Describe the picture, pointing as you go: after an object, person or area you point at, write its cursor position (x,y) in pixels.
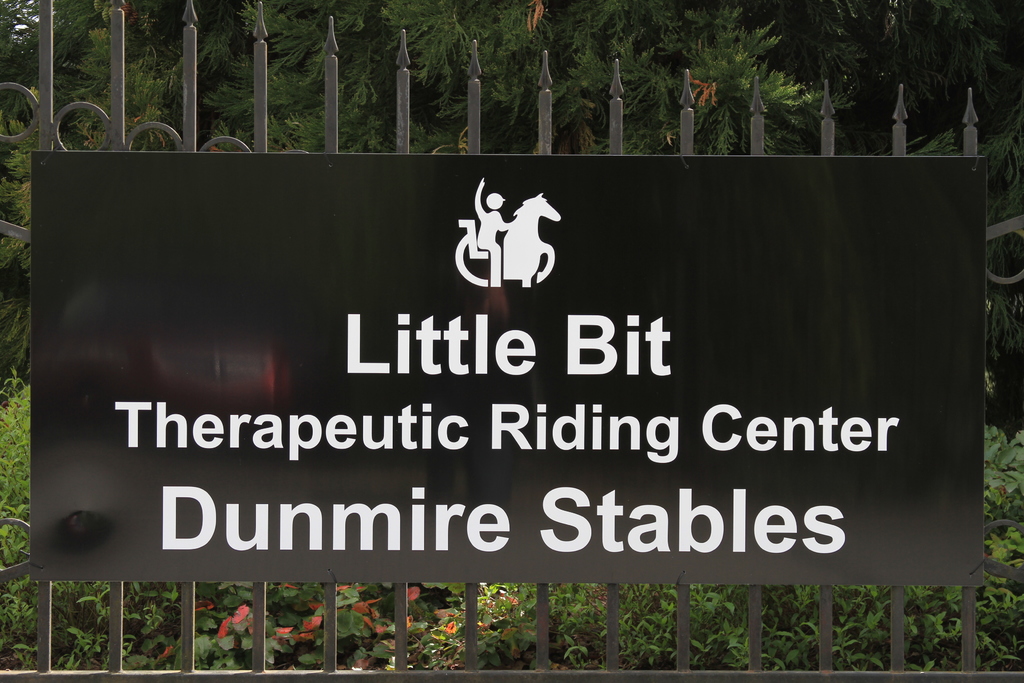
In this image we can see a board (150,437) on a fence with the picture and some text (426,363) on it. On the backside (575,108) we can see a group of plants (575,596) and trees (510,67).
